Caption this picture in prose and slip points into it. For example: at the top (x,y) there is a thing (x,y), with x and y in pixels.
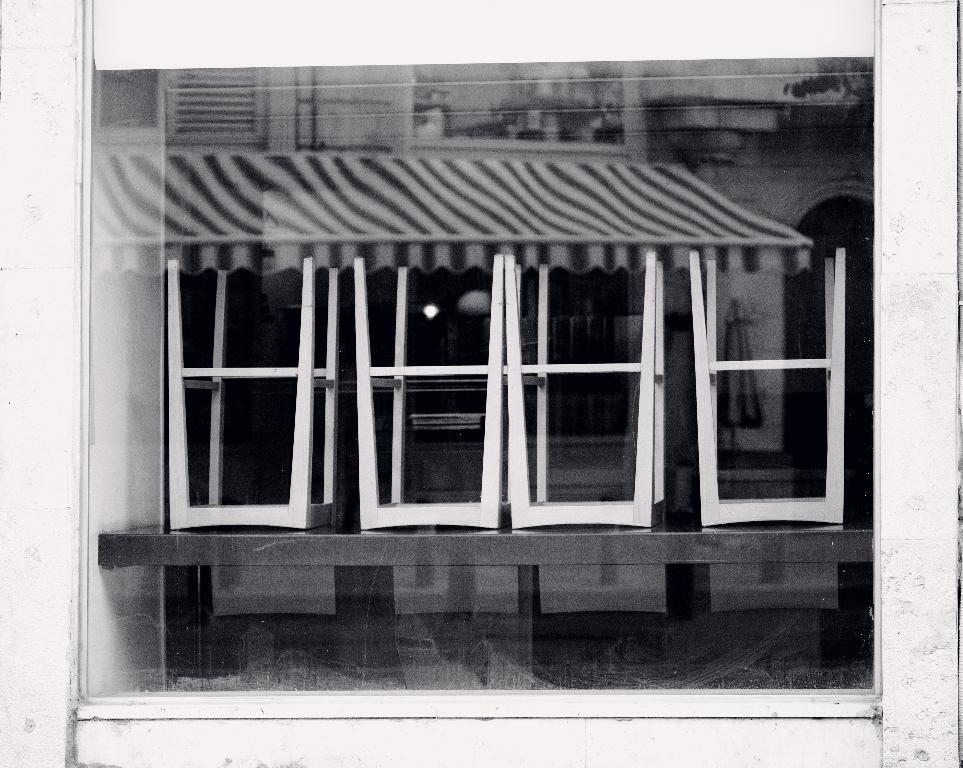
In this image in the center (414,345) there is a window (602,578), and in the window (197,407) we could see a reflection (423,221) of table (177,564), chairs (785,519) and a wall (787,142) and tent (470,228).
